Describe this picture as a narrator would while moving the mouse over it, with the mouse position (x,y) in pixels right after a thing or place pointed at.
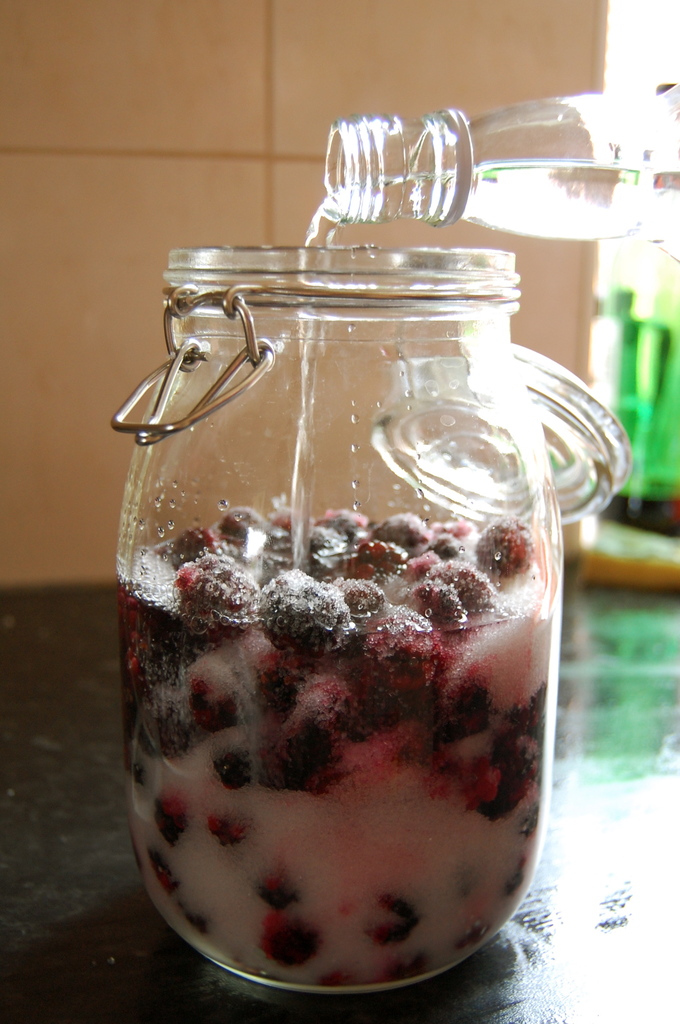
This picture shows a jar (368,298) with berries (286,776) and water bottle (418,132) pouring water (311,241) into the jar (337,630).
